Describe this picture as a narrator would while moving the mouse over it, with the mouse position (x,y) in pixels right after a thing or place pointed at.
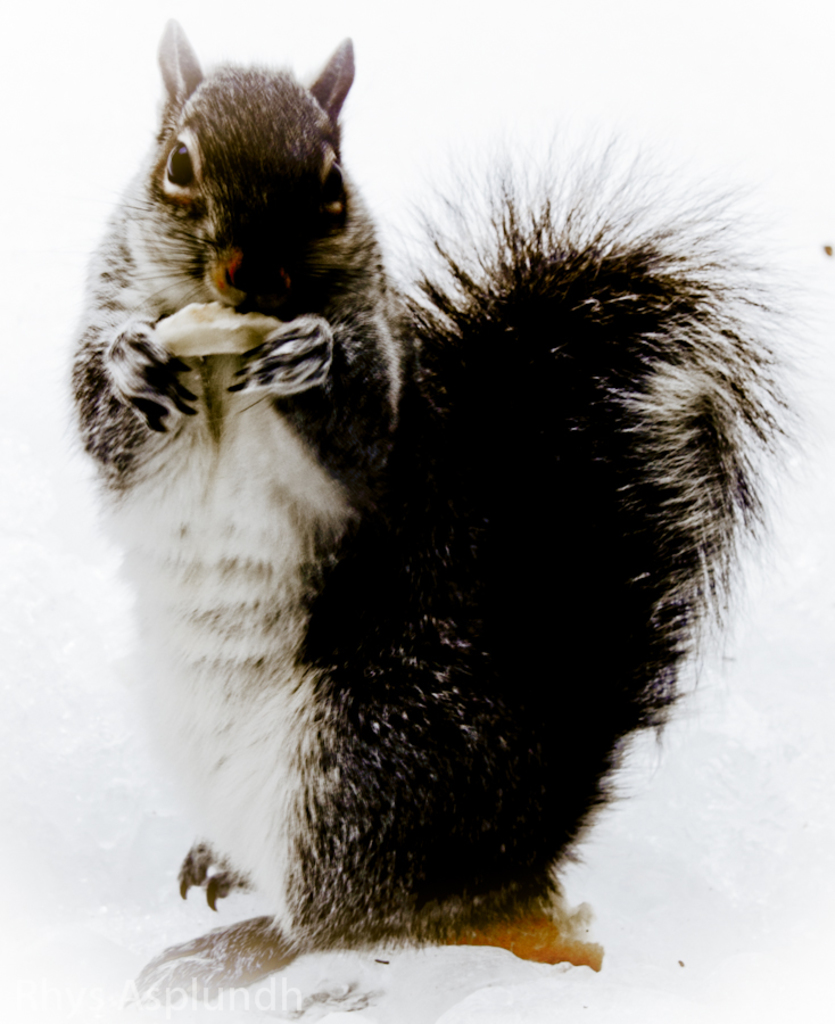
In this picture we can see the squirrel (375,579). He is holding some object (194,337). He is standing on the snow (733,916). On the bottom left corner (155,986) there is a watermark (141,988).
